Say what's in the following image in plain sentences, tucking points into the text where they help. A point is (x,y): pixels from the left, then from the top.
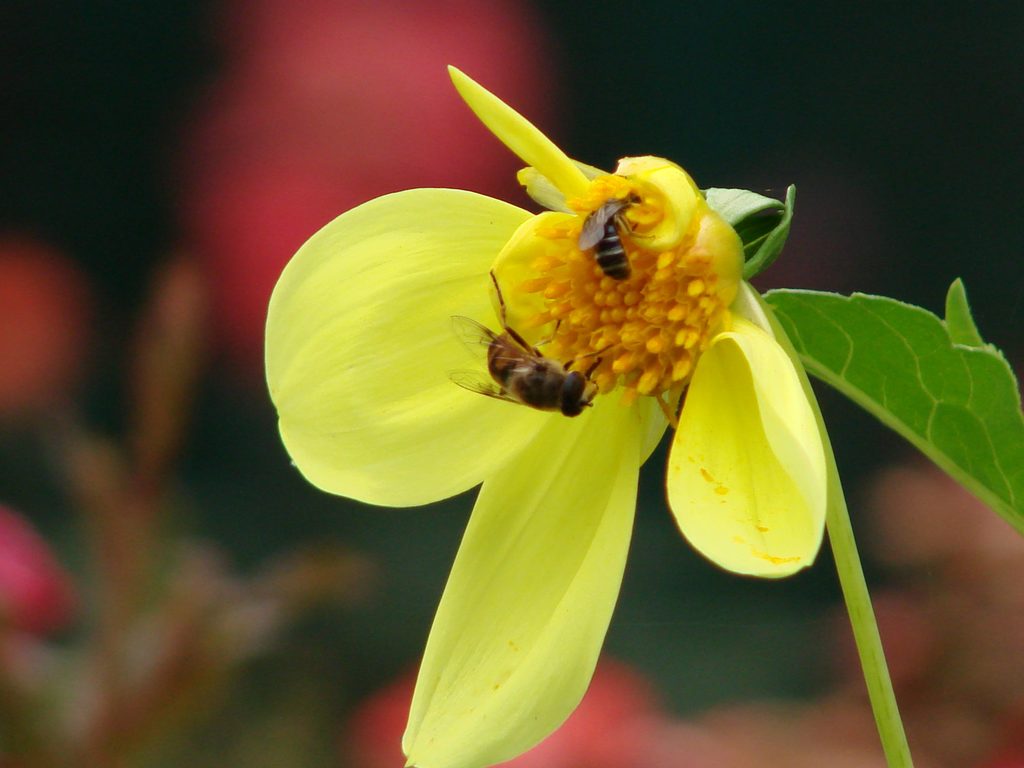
In this picture we can see honey bees (533,365) on the flower (626,334).
